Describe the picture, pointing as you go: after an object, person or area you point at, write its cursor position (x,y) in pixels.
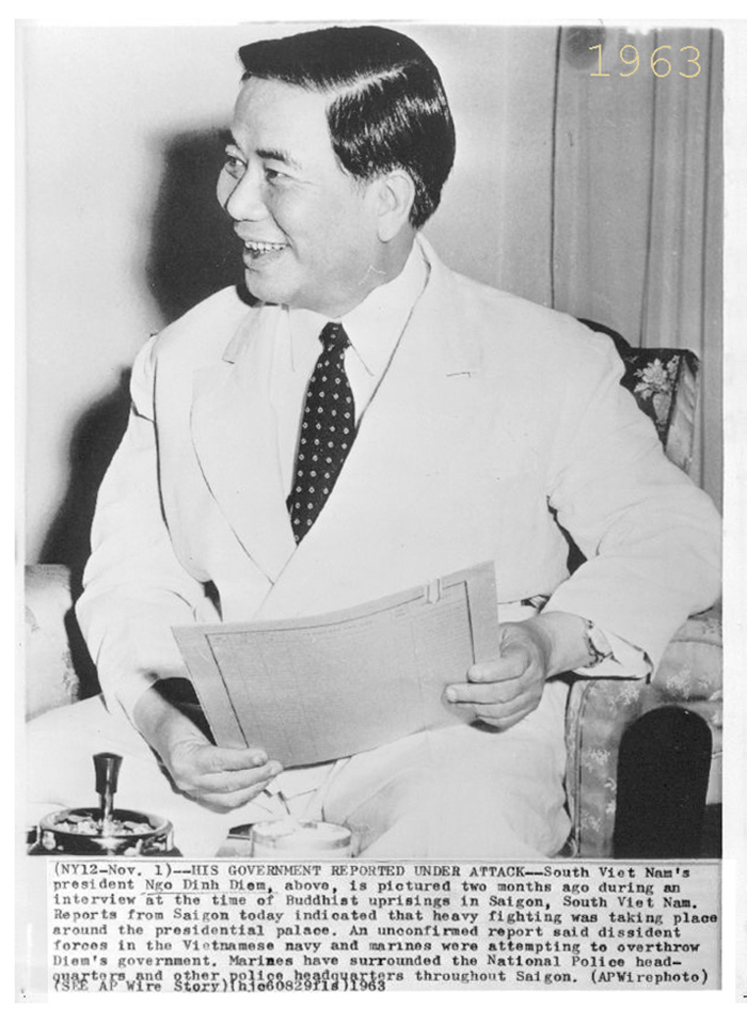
In this picture, we can see a poster (362,527) of a person (268,576) holding an object (478,616), we can see a chair (29,660), and some object (115,777) on the left side of the picture (46,833), we can see some text (334,865) in the bottom side of the picture (306,864), we can see some numbers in the top side of the picture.
